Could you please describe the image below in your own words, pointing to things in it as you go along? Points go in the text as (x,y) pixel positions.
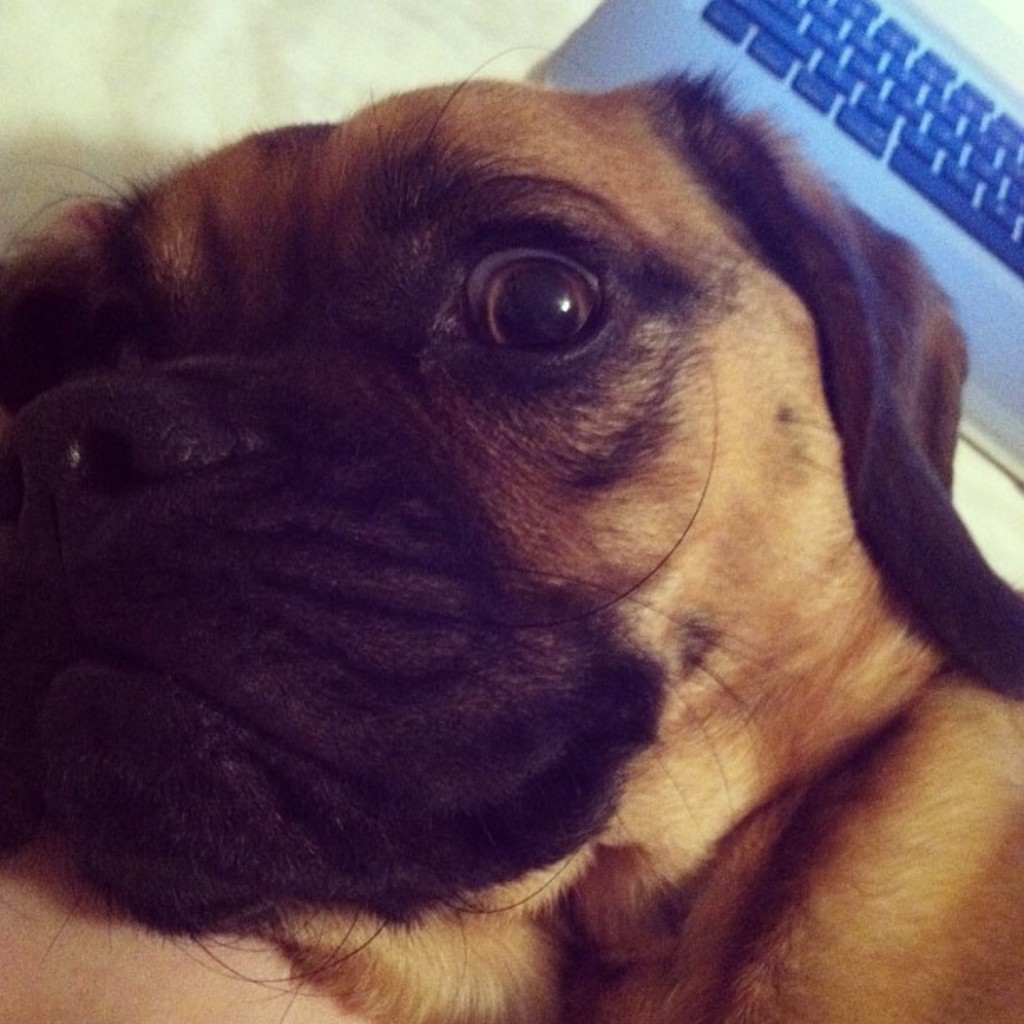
In the middle of this image (542,390), there is a dog (290,203). In the background (1017,23), there is a laptop (963,155). And the background (106,51) is white in color.
